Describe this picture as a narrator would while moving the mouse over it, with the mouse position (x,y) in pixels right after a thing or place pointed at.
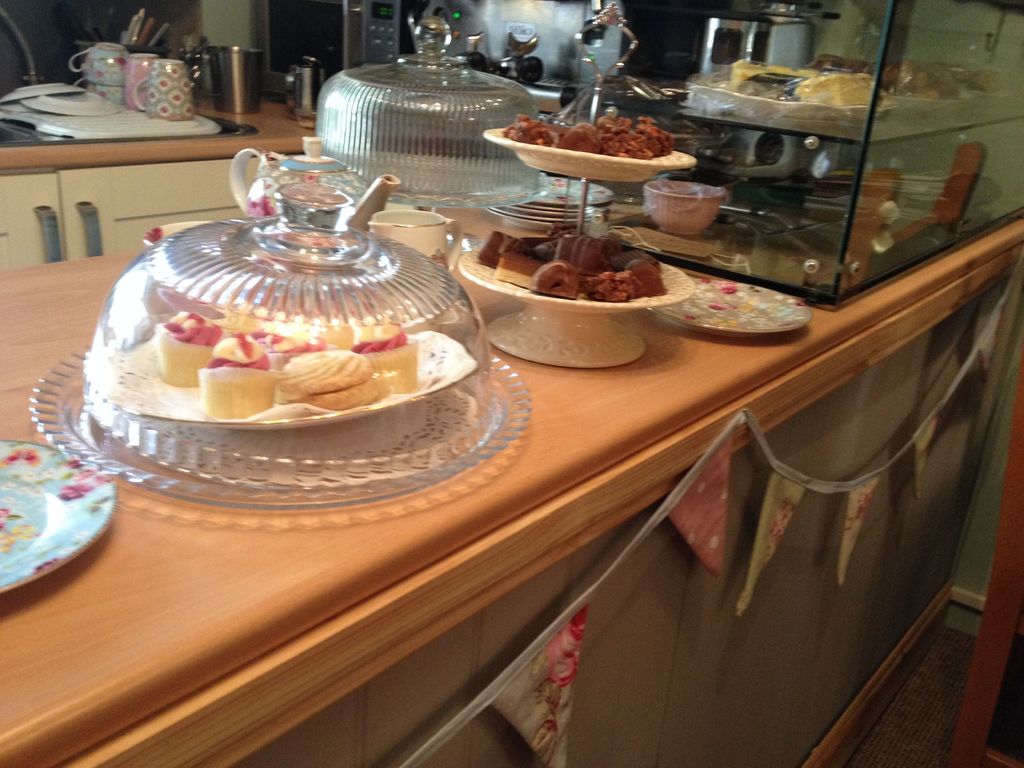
In this image I see the table (577,544) on which there are number of food items (280,316) and I see utensils (169,73) over here and I see the decoration (762,447) over here and I see the glass container (836,142) over here.
